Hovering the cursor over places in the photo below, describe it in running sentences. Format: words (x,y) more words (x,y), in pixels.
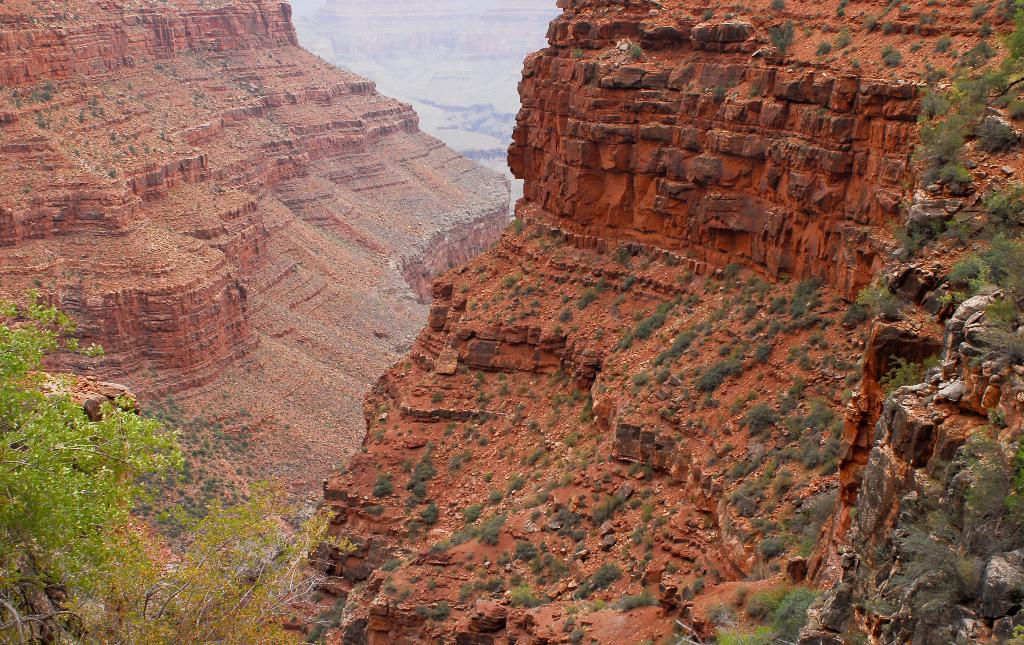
In this picture we can see hills (204,205), there is some grass (922,512) here, at the left bottom (67,516) we can see a tree (82,514).
